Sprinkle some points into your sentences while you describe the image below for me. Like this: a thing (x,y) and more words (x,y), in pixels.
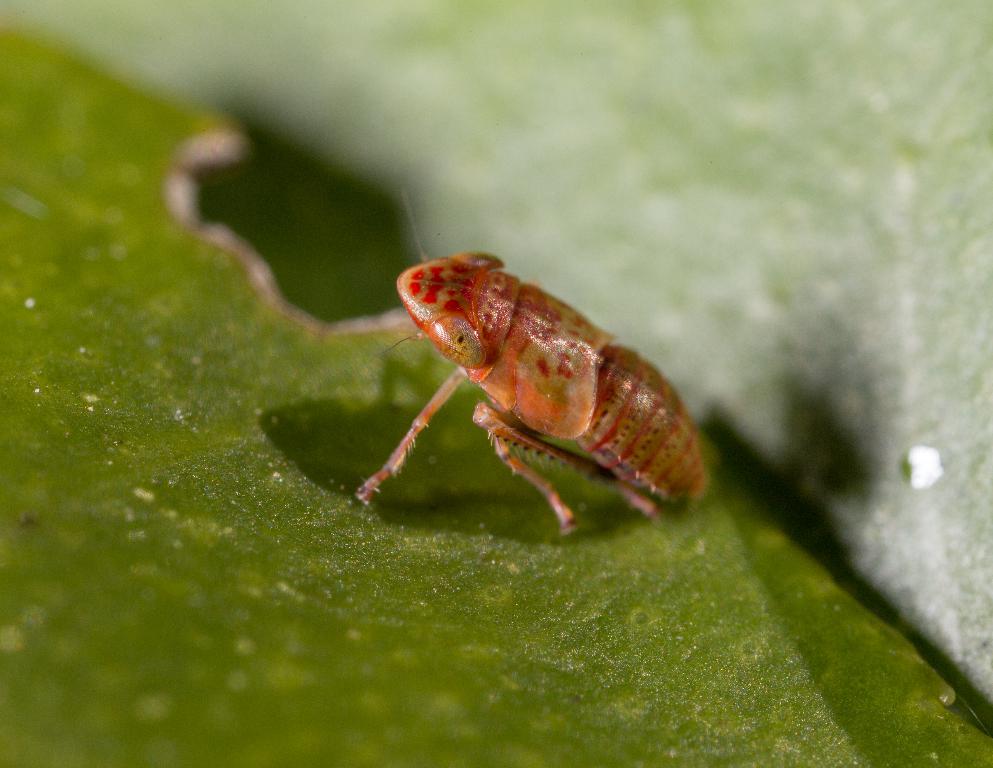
In this picture we can see an insect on a leaf (581,588) and in the background (879,591) we can see it is blurry.
